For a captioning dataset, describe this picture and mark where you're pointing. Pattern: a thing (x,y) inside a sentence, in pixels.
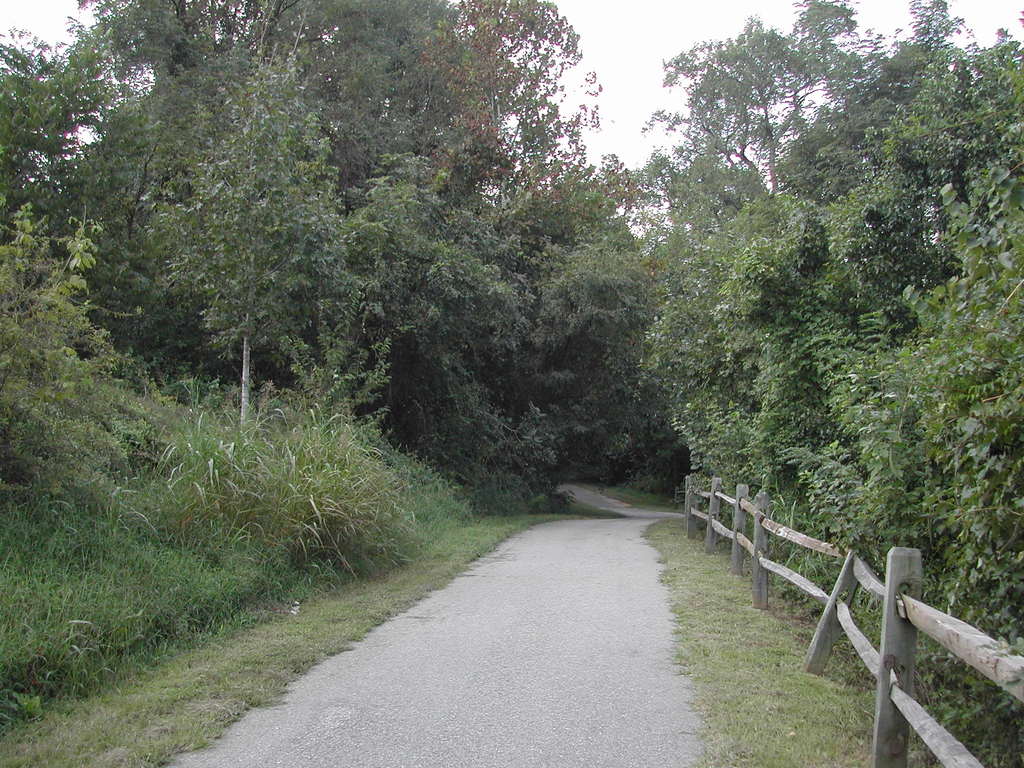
In this picture I can observe a road (514,657). On the right side (839,586) there is a wooden railing (740,496). I can observe some plants (156,523) and grass (151,541) on the land (379,565). In the background (492,401) there are trees (600,234) and a sky (622,110).
